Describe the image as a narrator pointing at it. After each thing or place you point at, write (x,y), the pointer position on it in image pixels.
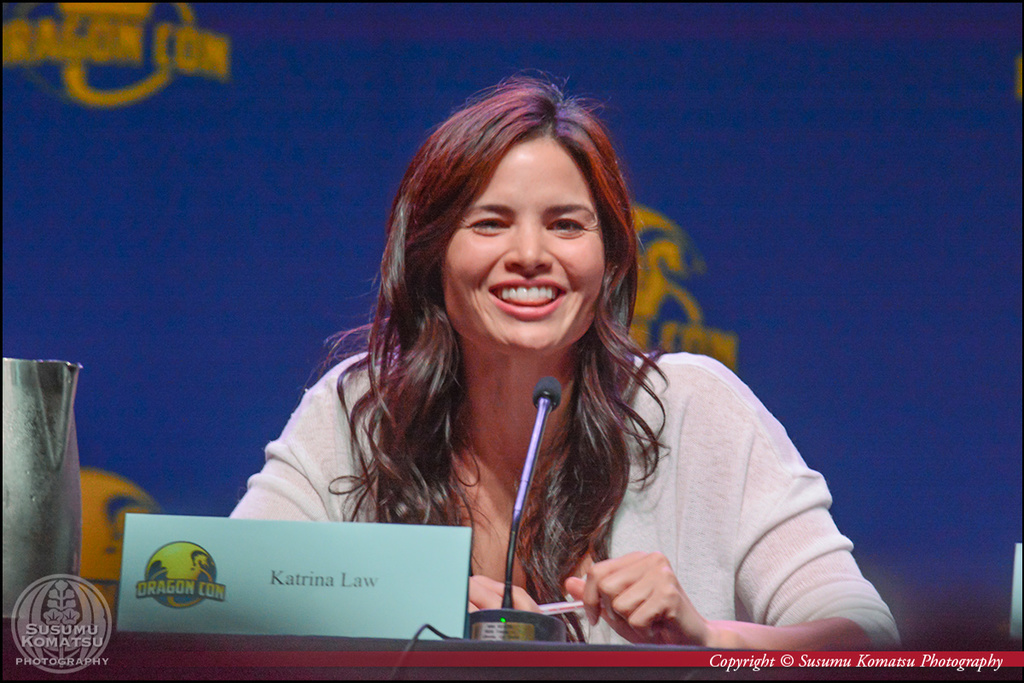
In this image I can see the person (688,405) is wearing white color dress (651,478) and smiling. In front (394,551) I can see the mic (541,404), board (406,548) and few objects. Background (335,80) is in blue and yellow color.
